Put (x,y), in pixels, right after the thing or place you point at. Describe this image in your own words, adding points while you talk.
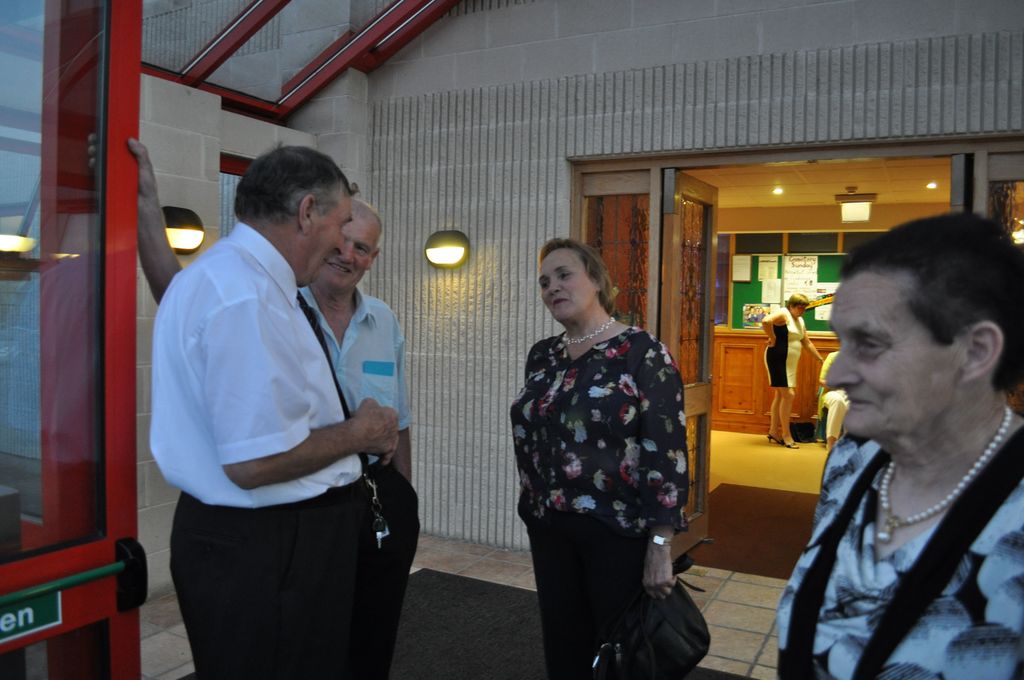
In the image in the center (378,351) we can see four people (198,504) were standing and they were holding some objects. And they were smiling, which we can see on their faces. In the background (582,124) there is a wall (548,125), roof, board (755,281), table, lights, notes (773,278), carpets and few people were standing.
